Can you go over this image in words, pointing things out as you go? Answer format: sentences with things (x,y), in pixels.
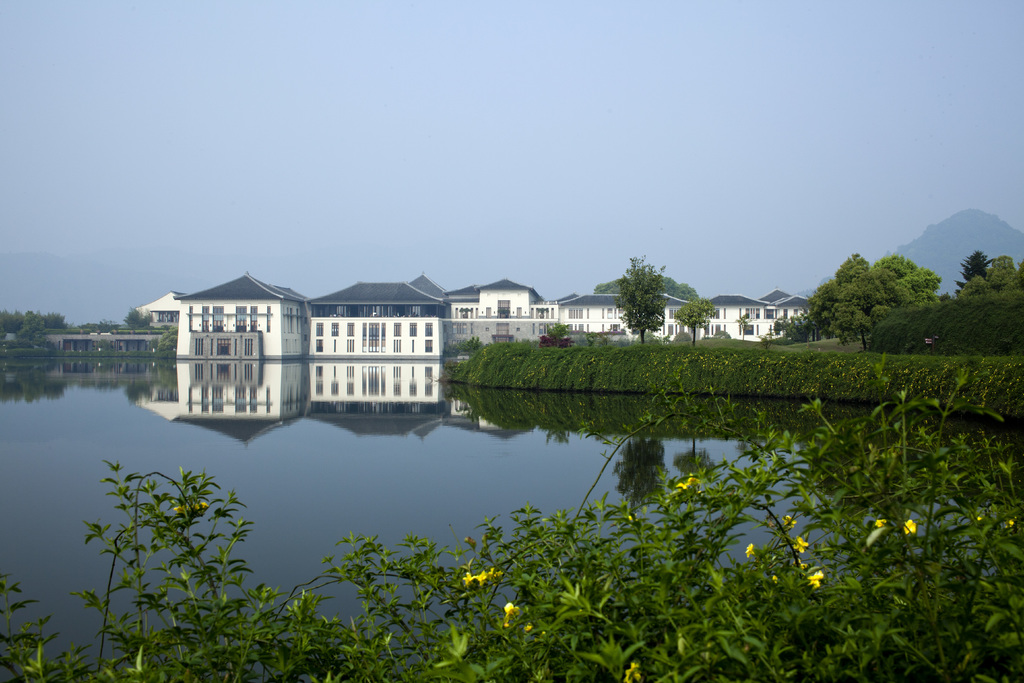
As we can see in the image there are plants (739,383), trees (701,306), flowers (632,677), water (519,506), buildings (244,307) and sky (427,259).
